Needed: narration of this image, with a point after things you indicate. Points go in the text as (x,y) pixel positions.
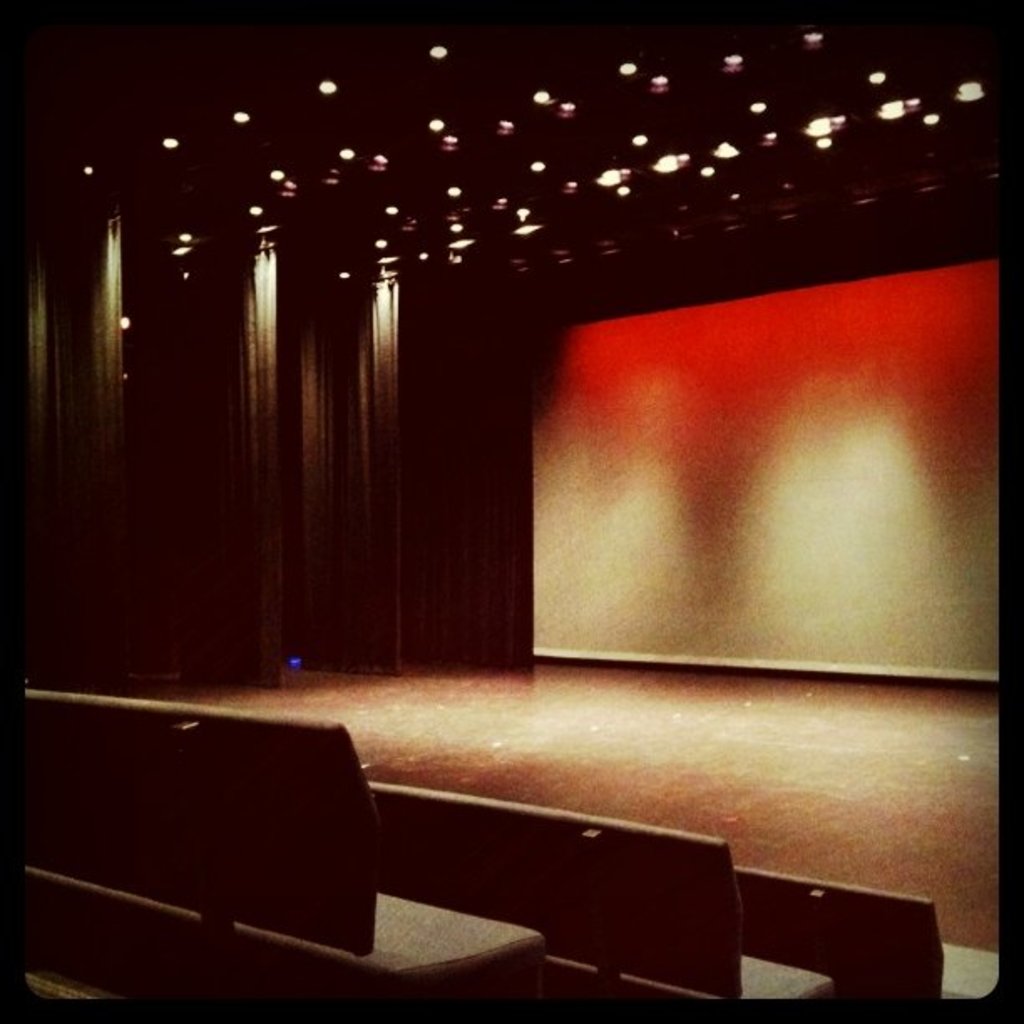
This picture is clicked inside. In the foreground (924,905) we can see the benches (543,863). In the background (339,476) we can see the curtains (377,381), roof (296,88), lights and the wall (756,530).
